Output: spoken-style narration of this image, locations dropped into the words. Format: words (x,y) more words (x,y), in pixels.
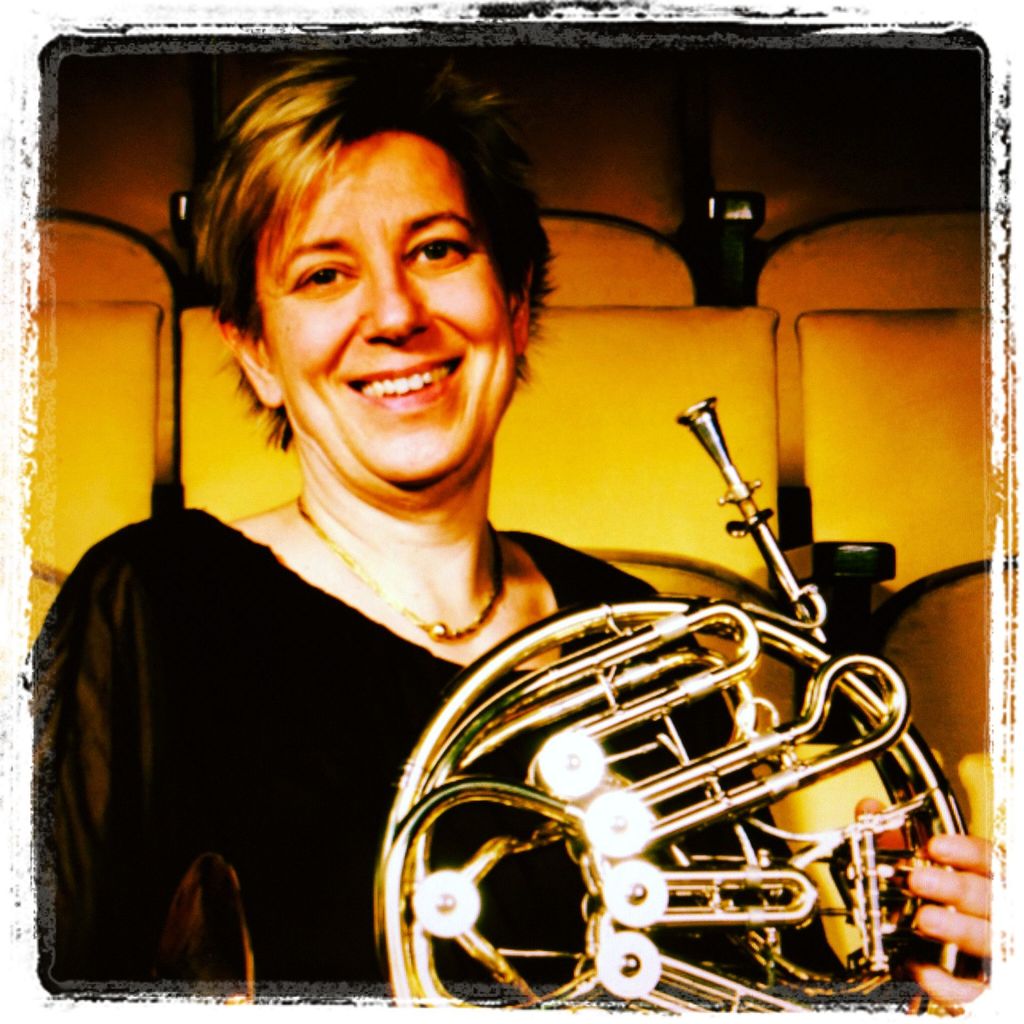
In this image I can see a person (326,453) holding musical instrument (814,773). She is wearing black dress (202,669). Back I can see a yellow and black color lighting (775,374).
